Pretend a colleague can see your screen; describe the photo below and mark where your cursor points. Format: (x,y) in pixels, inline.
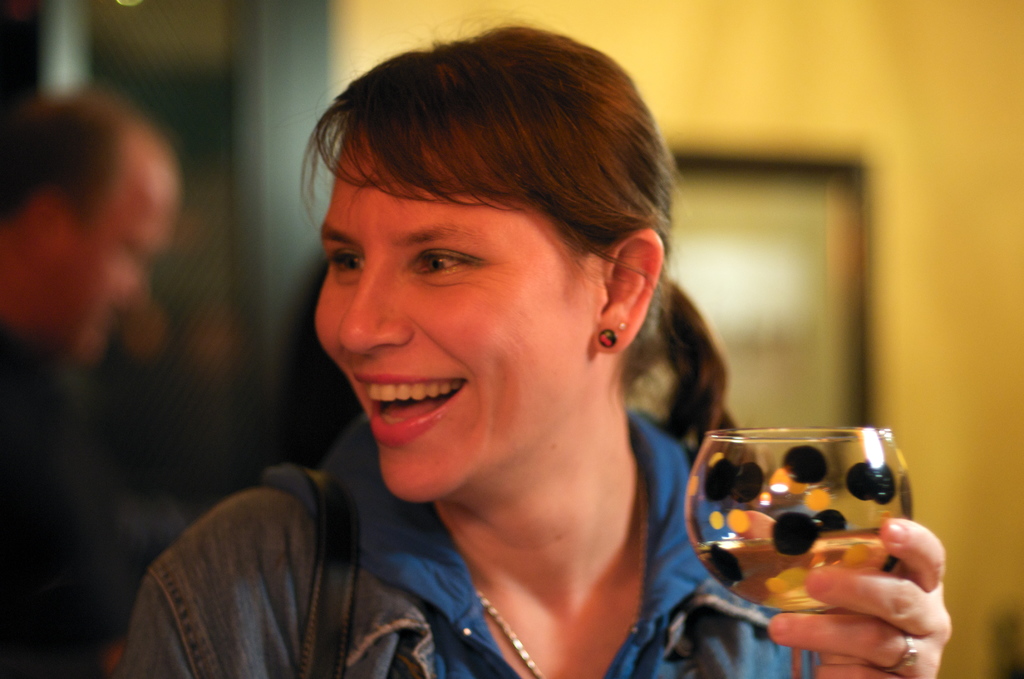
Here we can see a woman (464,181) is standing and smiling, and holding a wine glass (840,509) in her hand (859,581), and at back (63,287) a person (34,290) is standing.
